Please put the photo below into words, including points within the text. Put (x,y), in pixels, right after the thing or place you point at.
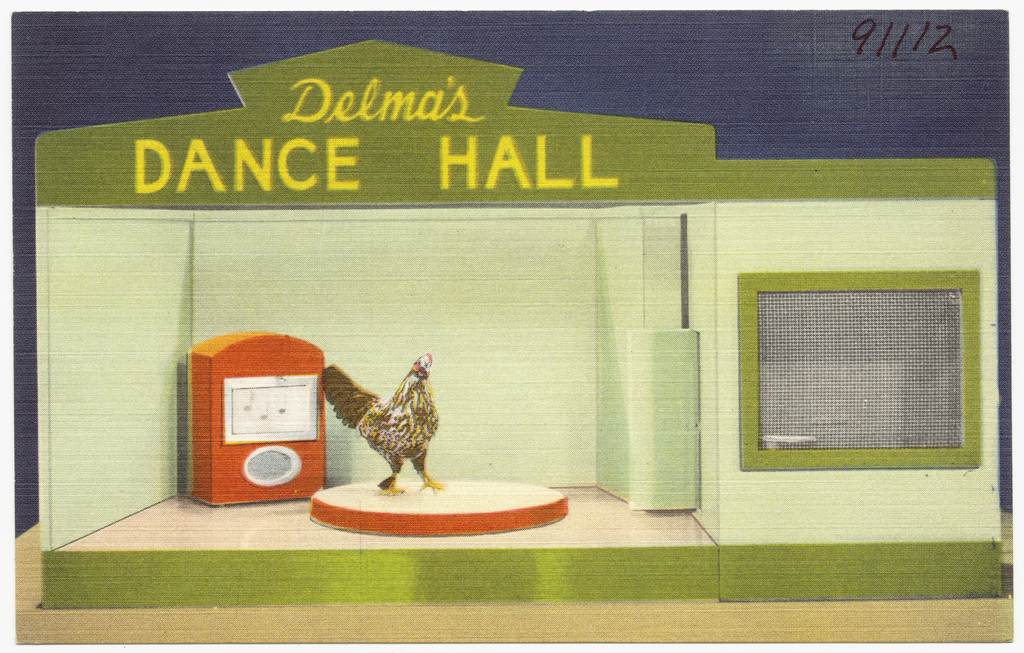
There is a poster (333,64) in the center of the image (371,403) and there is a hen (379,408) on a circular surface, window (912,392) on the right side (827,369) and other objects (672,367), there is text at the top side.
